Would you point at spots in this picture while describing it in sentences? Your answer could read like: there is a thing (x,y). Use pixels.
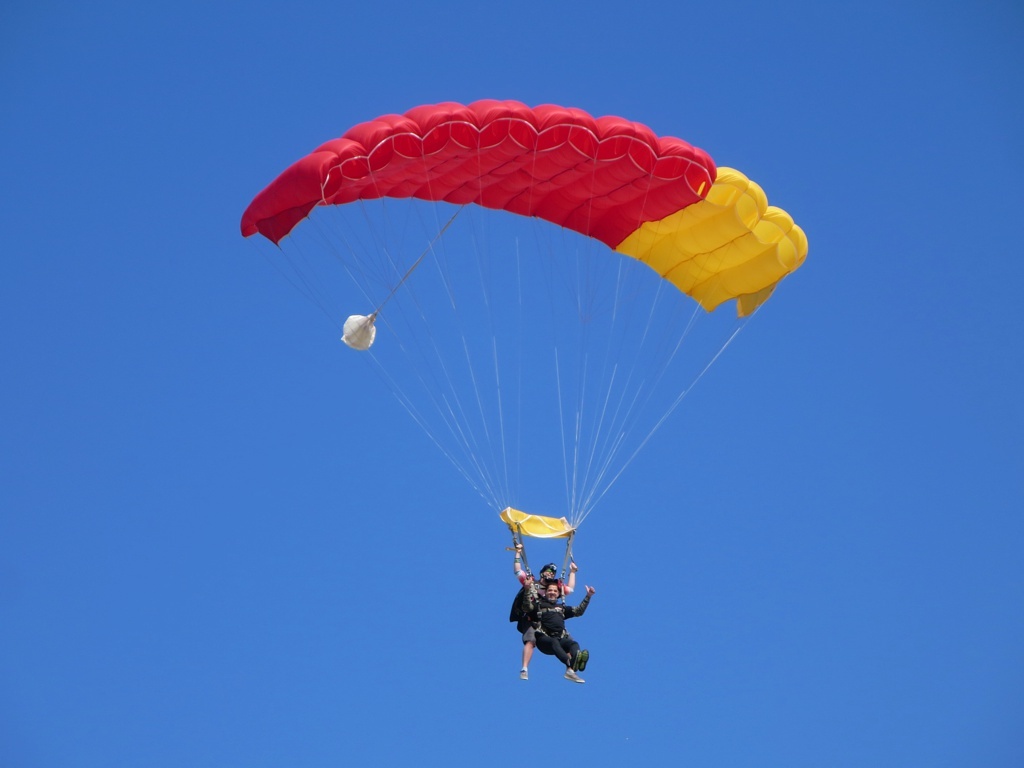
In this image I can see two persons (543,601) are flying in the air (603,562) along with the parachute (692,270) which is in red and yellow colors. In the background (200,321), I can see the sky (200,357).
